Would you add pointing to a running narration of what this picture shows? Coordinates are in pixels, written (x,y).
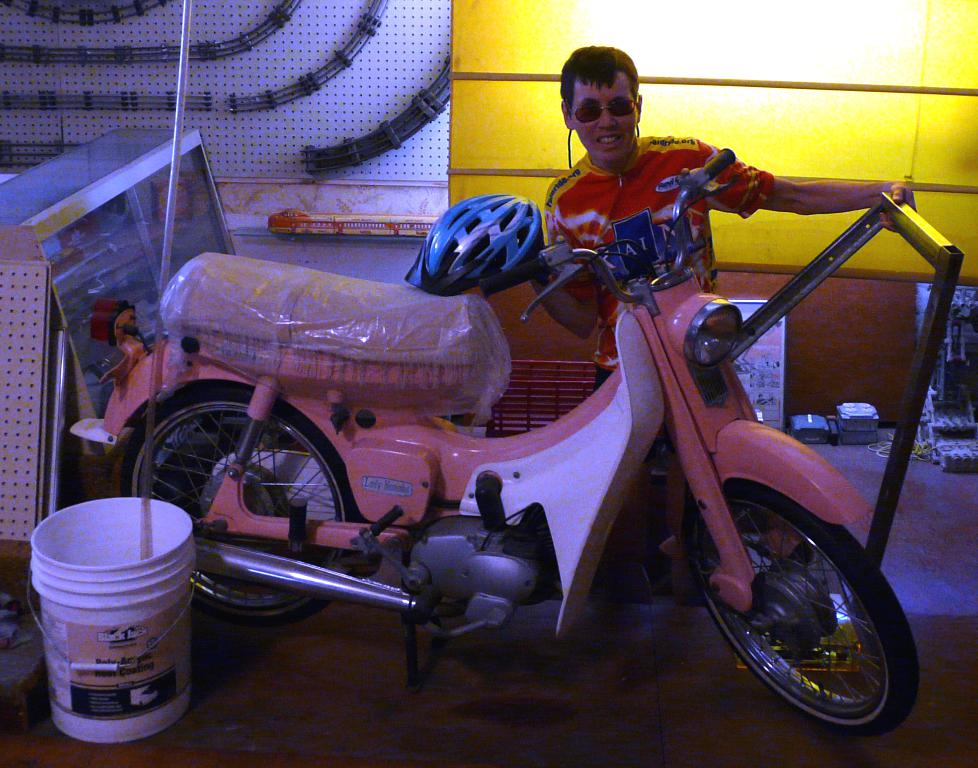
In this image I can see the motorbike (466,457). To the side of the motor bike (449,399) I can see the person (578,311) holding the helmet (463,249) and wearing the red and yellow color dress (627,201) and also goggles (631,103). To the left (80,515) I can see the bucket (90,573) and many objects (46,250). In the background (556,156) I can see the yellow color surface (740,141).
